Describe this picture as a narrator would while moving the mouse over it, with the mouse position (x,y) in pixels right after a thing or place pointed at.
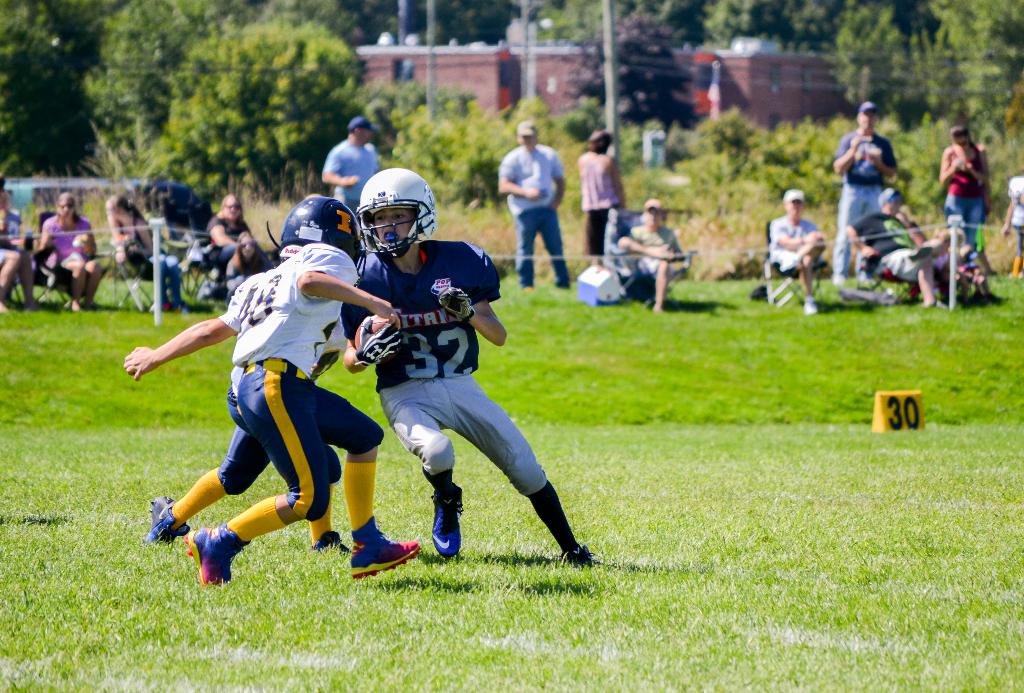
In this image few persons (497,439) are playing on the grass land (704,508). A person (443,316) is holding a ball (375,330) in his hand (390,358). Behind there is a fence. Behind it there are few persons (6,228) sitting on the chairs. Few persons (602,199) are standing on the grassland (575,377). There are few plants (453,175) and trees (320,161). Behind there is a building (772,110).
